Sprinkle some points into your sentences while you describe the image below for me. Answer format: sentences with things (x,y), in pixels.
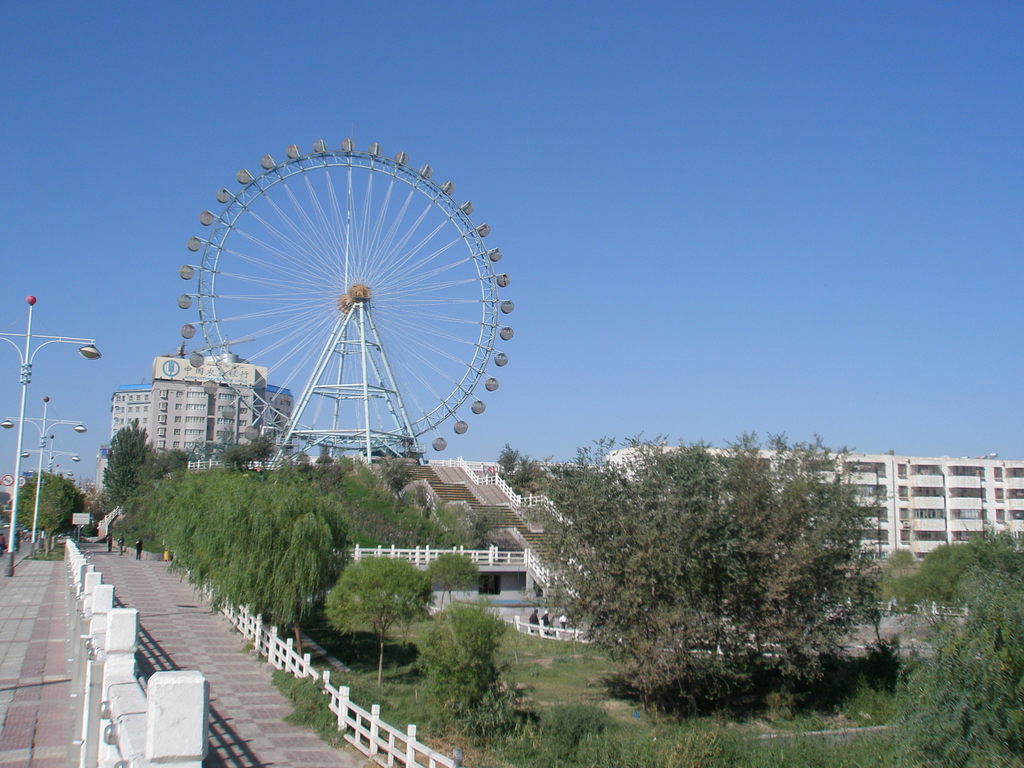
In this picture there are poles (93,355) on the left side of the image (93,338) and there are trees (744,471) on the right side of the image (729,452), there are buildings (109,453) and a giant wheel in the background area of the image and there is a boundary (201,707) at the bottom side (201,707).
